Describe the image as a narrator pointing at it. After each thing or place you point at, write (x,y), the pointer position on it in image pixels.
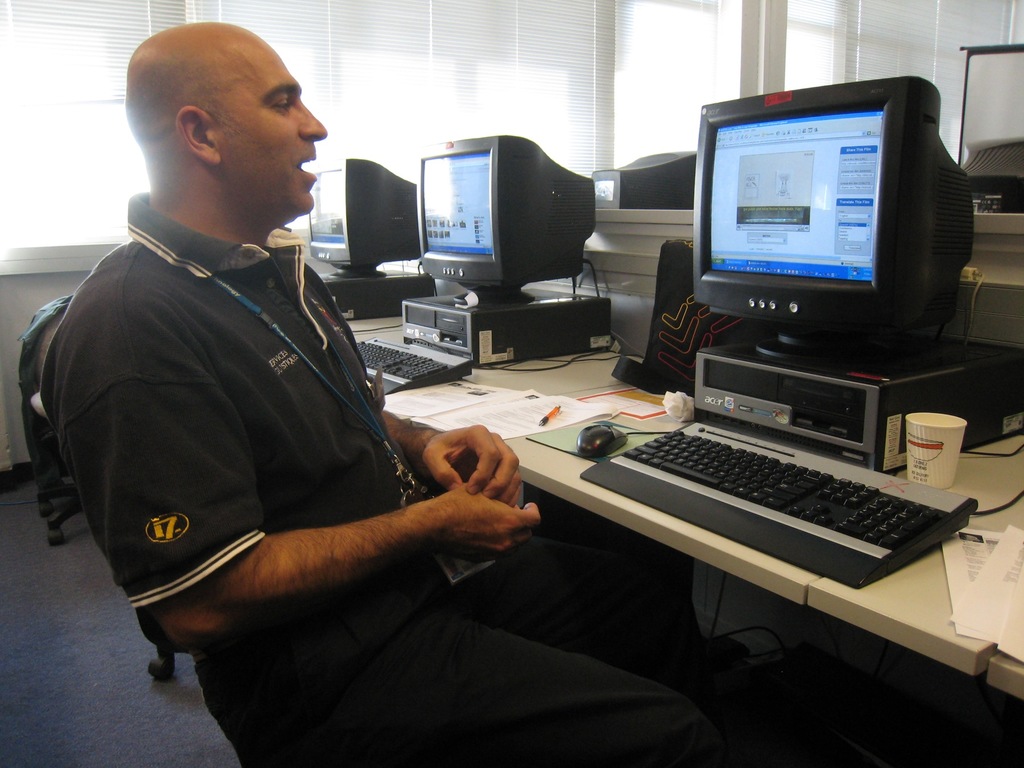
In this picture we can see a man (156,515) sitting on a chair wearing id card (318,370). In Front of him there are monitors (796,264) and keyboards (446,358) and mouse (598,444) on the table (968,470). This is a glass (937,484). These are papers (975,589). On the background (559,30) we can see windows (396,11). this is a floor (104,703).
